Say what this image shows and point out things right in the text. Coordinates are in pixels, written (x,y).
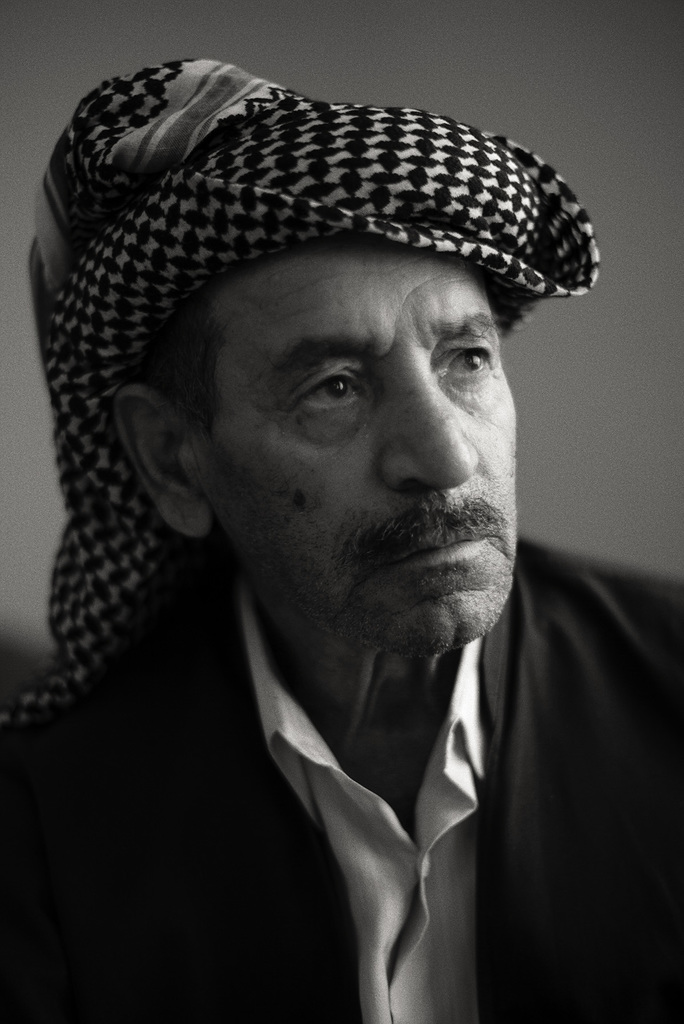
In this picture we can see a man (345,554), he wore a scarf (370,169) and it is a black and white photography.
